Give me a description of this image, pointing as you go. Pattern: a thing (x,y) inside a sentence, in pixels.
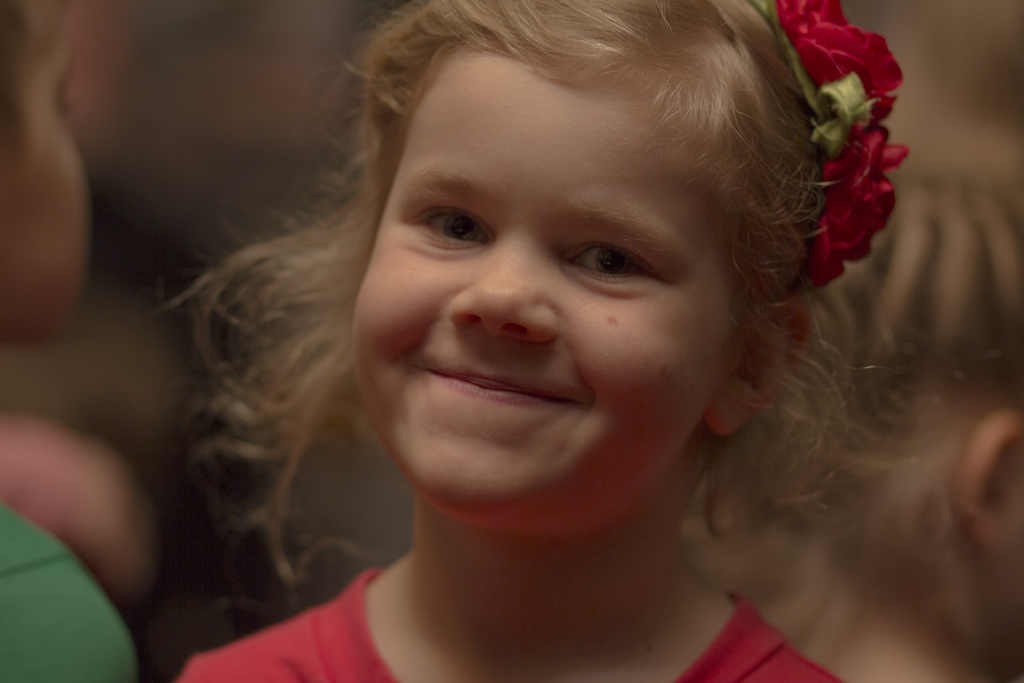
A girl (550,525) is smiling. Background (940,527) it is blur.
